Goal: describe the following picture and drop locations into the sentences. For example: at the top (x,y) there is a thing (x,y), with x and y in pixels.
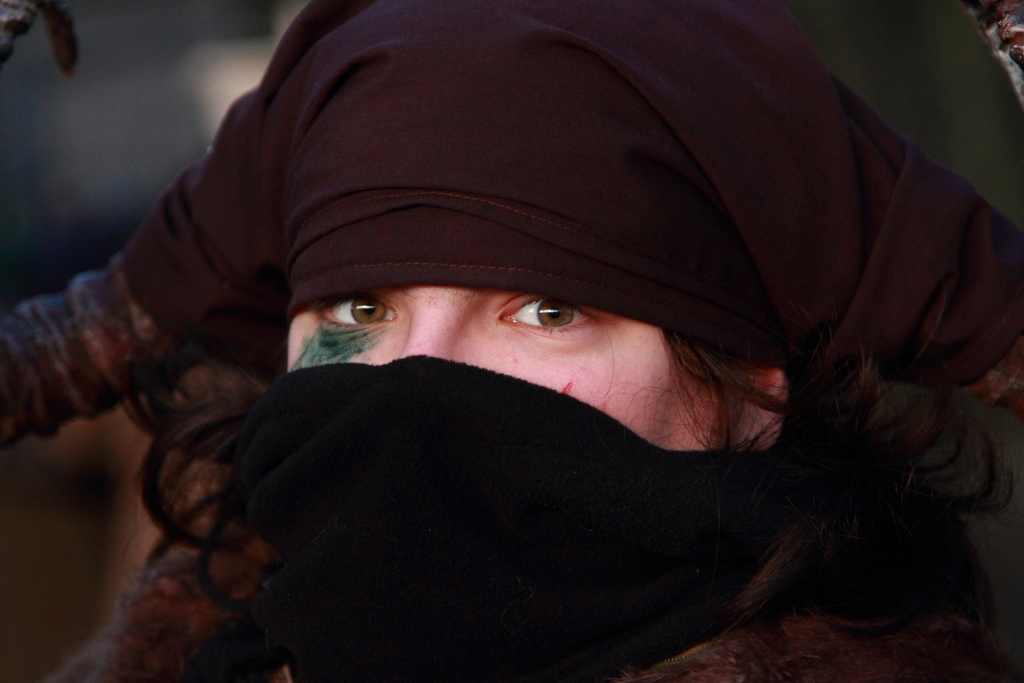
In the image there is a person (662,489) in the foreground (614,478) wearing mask (310,385) to the face (411,305) and head (406,129), the background of the person (301,42) is blur.
